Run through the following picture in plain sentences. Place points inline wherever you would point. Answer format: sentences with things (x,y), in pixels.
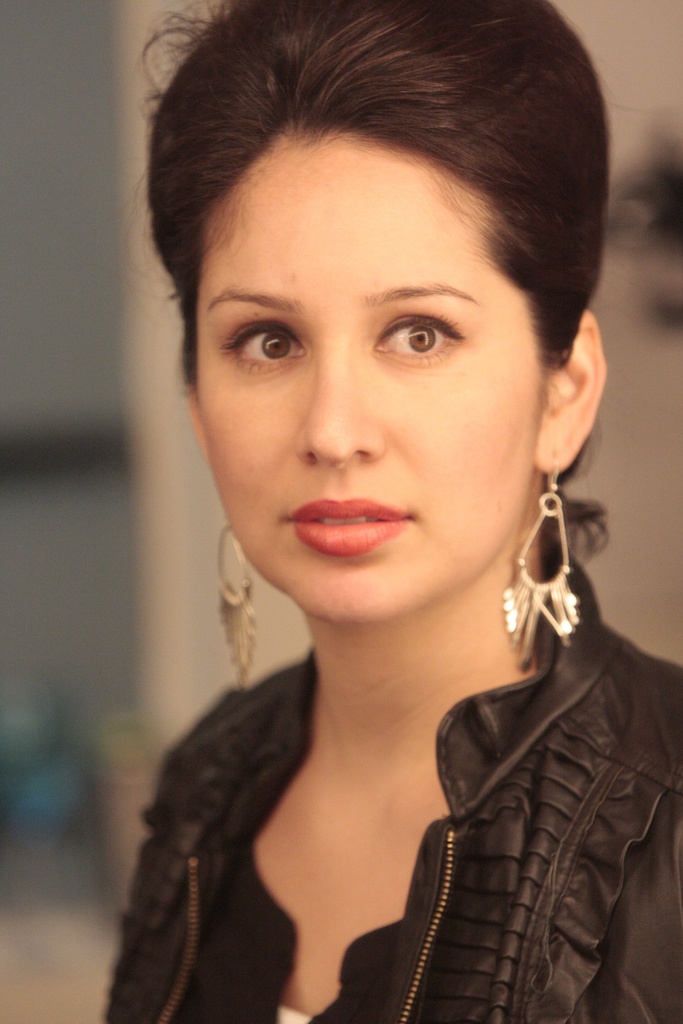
In this picture we can see a woman (444,718) in the black dress (280,955) and behind the woman (360,687) there is a blurred background (31,66).
